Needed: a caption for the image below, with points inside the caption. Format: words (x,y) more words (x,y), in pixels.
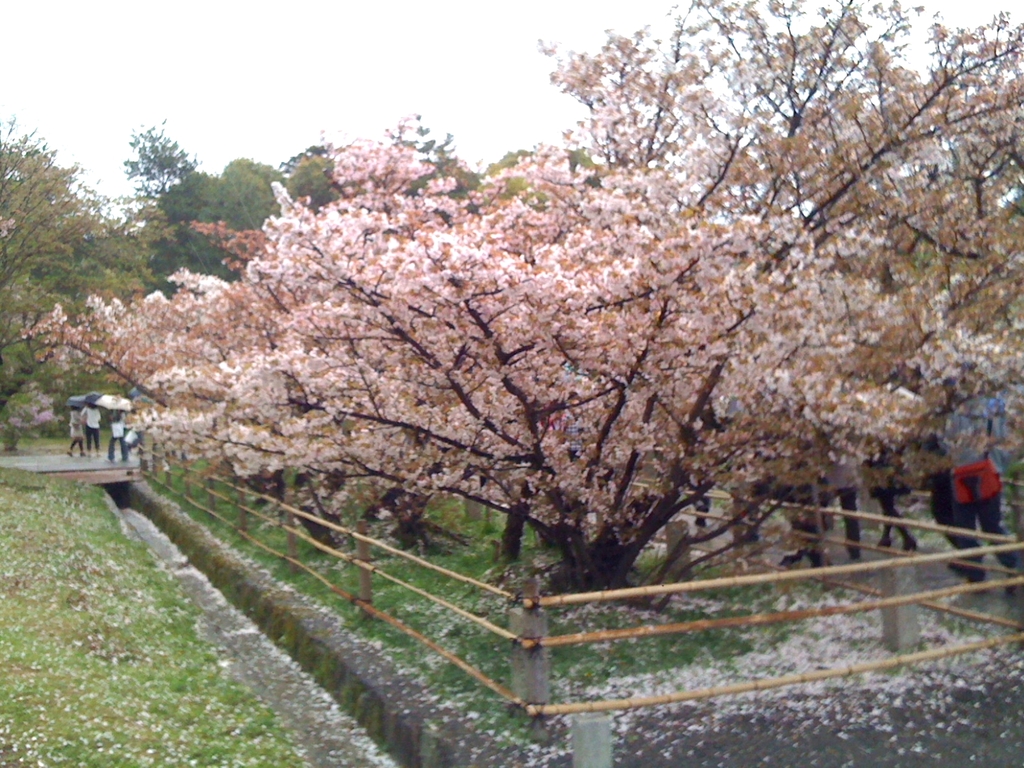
In this image I can see some grass (120,664) on the ground (128,630), the railing (365,563), few trees (143,291) which are green, cream, pink and black in color and few persons (965,462) standing and few of them are holding umbrellas (97,400). In the background (182,113) I can see the sky (225,93).
